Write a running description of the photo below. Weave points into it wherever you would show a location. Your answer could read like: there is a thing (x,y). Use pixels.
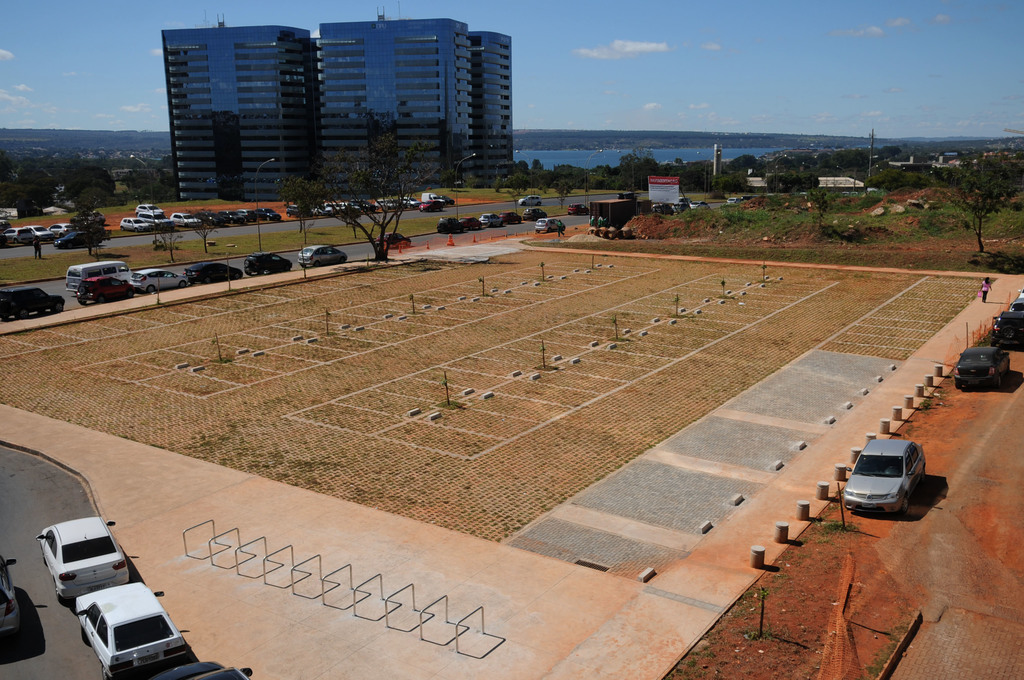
This is the picture of a building (376,50). In this image there are vehicles (985,366) on the road (23,472). At the back (40,147) there is a building (450,179) and there are trees (110,152) and there is water (590,159). At the top (816,94) there is sky (765,73) and there are clouds (715,49). On the left side of the image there is a person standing on the footpath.
